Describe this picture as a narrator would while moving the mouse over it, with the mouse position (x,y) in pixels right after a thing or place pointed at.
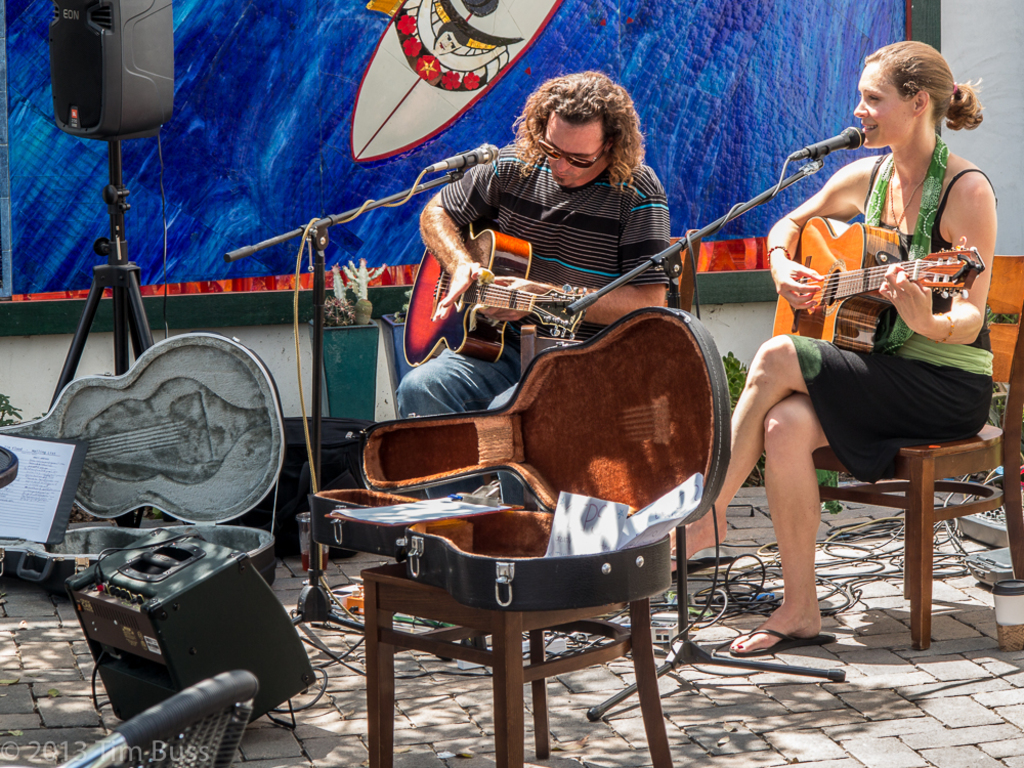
In this image i can see 2 persons (591,235) sitting and holding guitars (926,272) in their hands (453,284), I can see microphones (481,161) in front of them. I can see a box (573,407) in which we put guitar (466,309). In the background (279,98) i can see a speaker (79,98) and a banner (430,86).
